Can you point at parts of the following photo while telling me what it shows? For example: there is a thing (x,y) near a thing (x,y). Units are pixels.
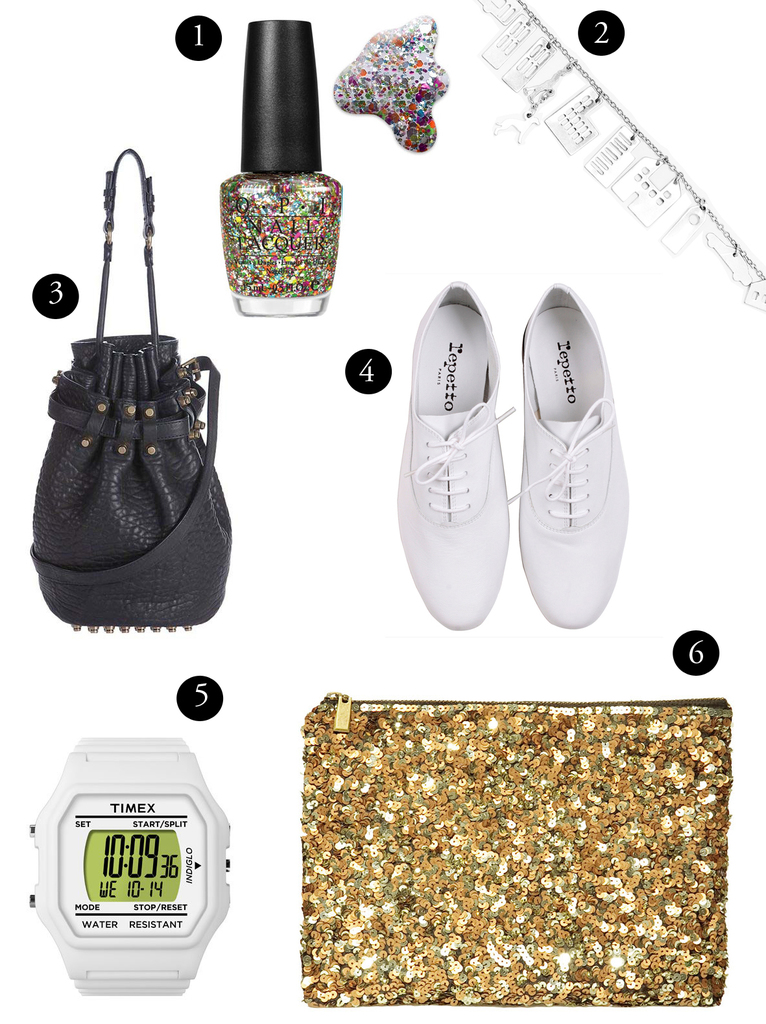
In this Image I see a bag (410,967), nail polish (239,295), shoes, watch (182,949) and few accessories (378,811).
